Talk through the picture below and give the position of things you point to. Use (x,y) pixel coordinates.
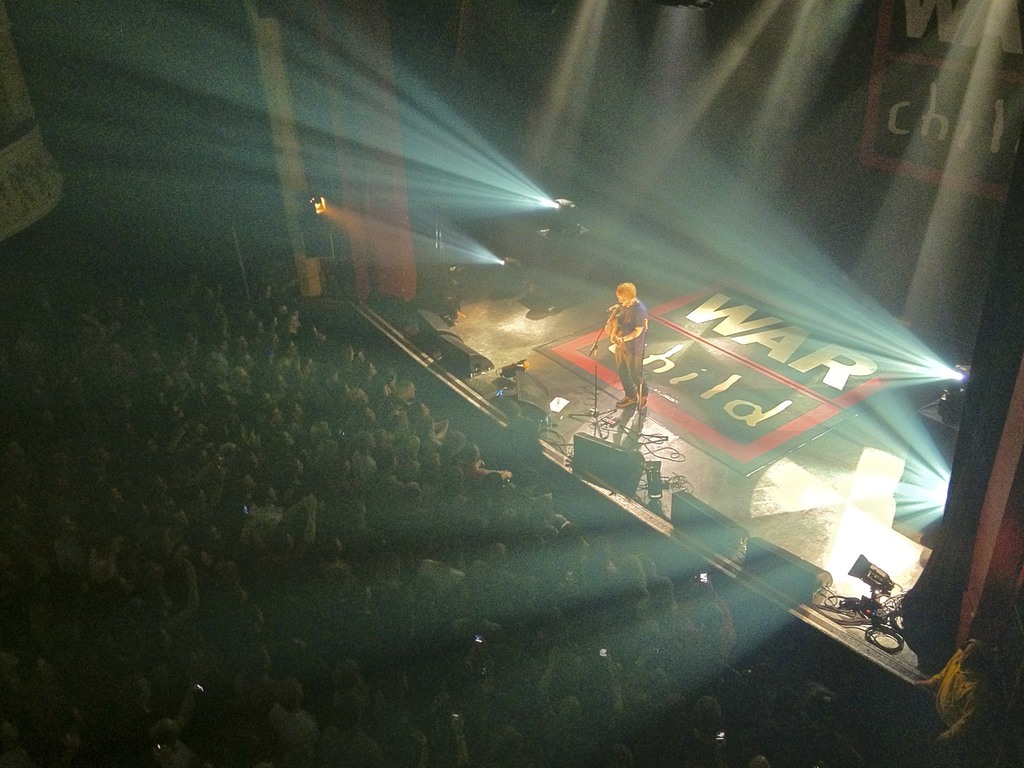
The picture is taken in a concert. Towards left (76,553) there are audience (273,541). In the center of the picture (631,336) there is a person (626,335) playing guitar (627,337) and singing, in front of him there are speakers (821,584), cables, microphone (605,323), lights (874,565) and other objects (857,569). At the top (747,29) there are focus lights (513,205). On the right (894,86) there is a black banner (867,140).
